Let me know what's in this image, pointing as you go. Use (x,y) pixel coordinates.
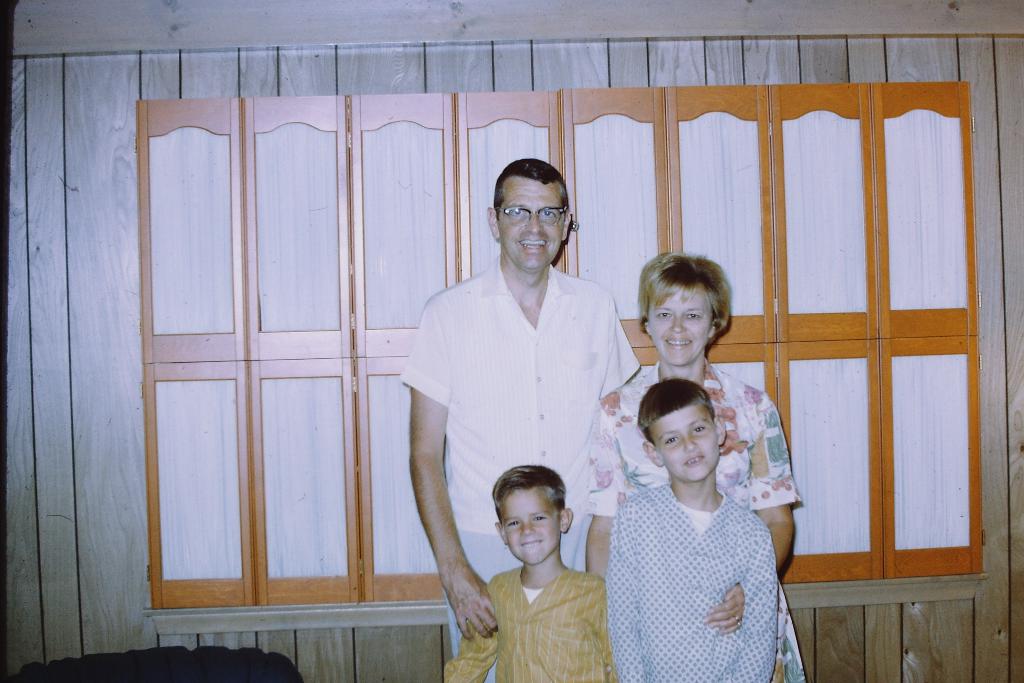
In this image, in the foreground (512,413) there are four people (423,335) looking at someone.
